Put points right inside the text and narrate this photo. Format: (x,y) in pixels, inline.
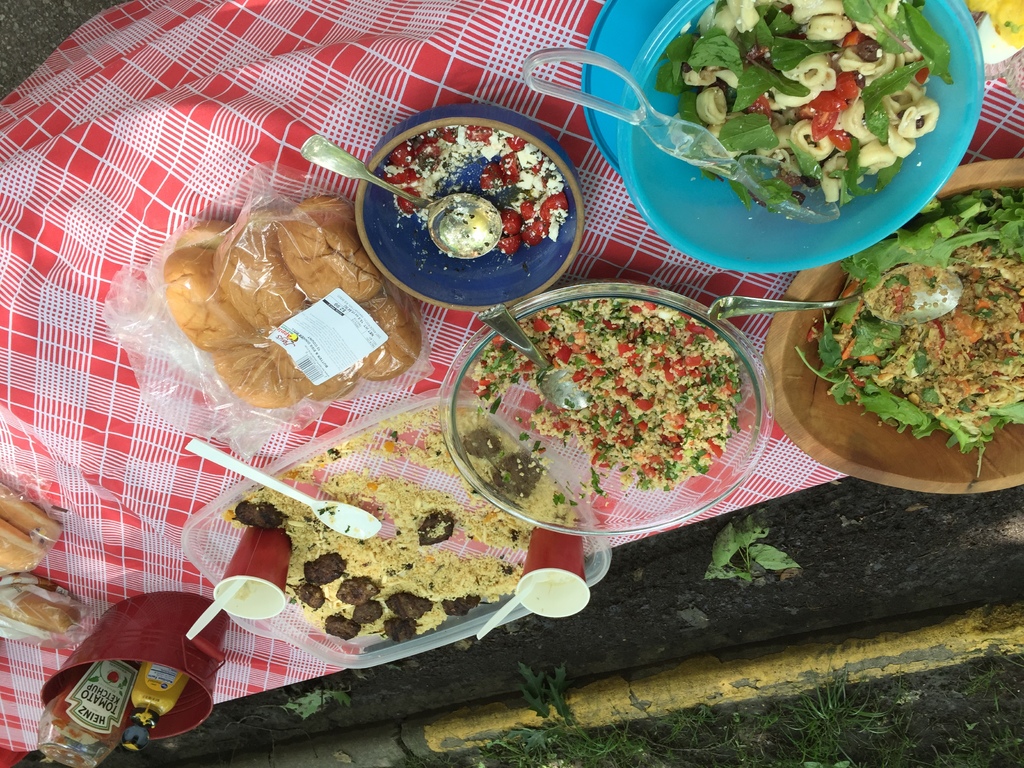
In this image we can see some bowls (520,463) containing some food (666,487) and spoons (338,521) in it which are placed on the table (236,420). We can also see the glasses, some buns (226,349) in a cover (274,303), some bottles (162,711) in a container (180,695) and a cloth (312,671). On the bottom of the image (845,739) we can see a curb (441,751) and some plants (901,715).
